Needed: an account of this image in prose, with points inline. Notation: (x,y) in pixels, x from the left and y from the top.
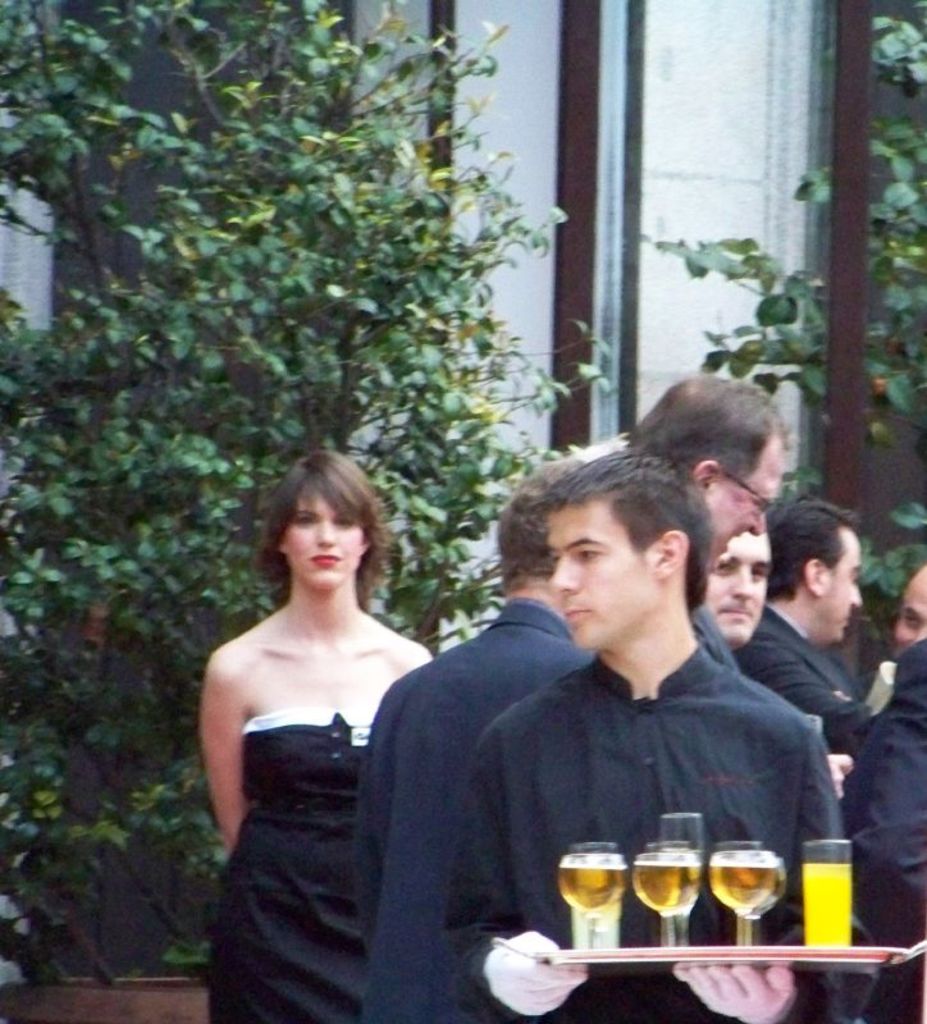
In this picture I can see few people (547,839) are standing among one person (658,919) is holding glass tray (628,958), behind we can see some trees (390,175), buildings (509,104).
